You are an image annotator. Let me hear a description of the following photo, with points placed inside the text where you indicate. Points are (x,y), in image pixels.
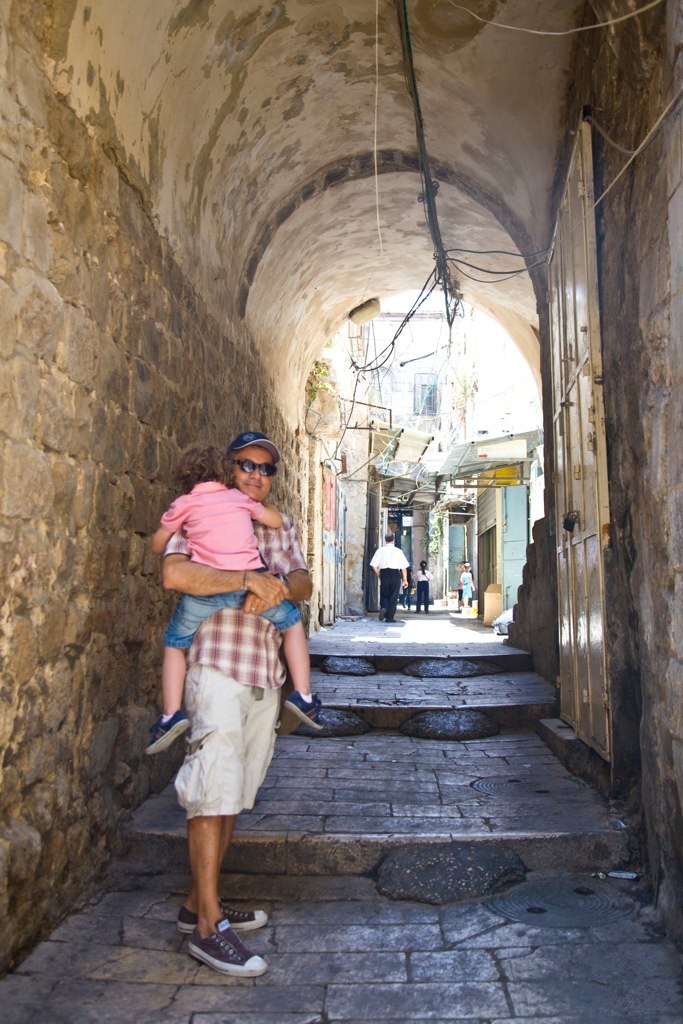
In this image I can see two people (168,657) with different color dresses (165,636) and one person (240,482) wearing the cap (258,435). On both sides of these people (248,643) I can see the wall (650,734) and to the right (558,463) I can see the metal door (583,575). In the background (386,602) I can see few more people (394,596) and the buildings (428,509).
